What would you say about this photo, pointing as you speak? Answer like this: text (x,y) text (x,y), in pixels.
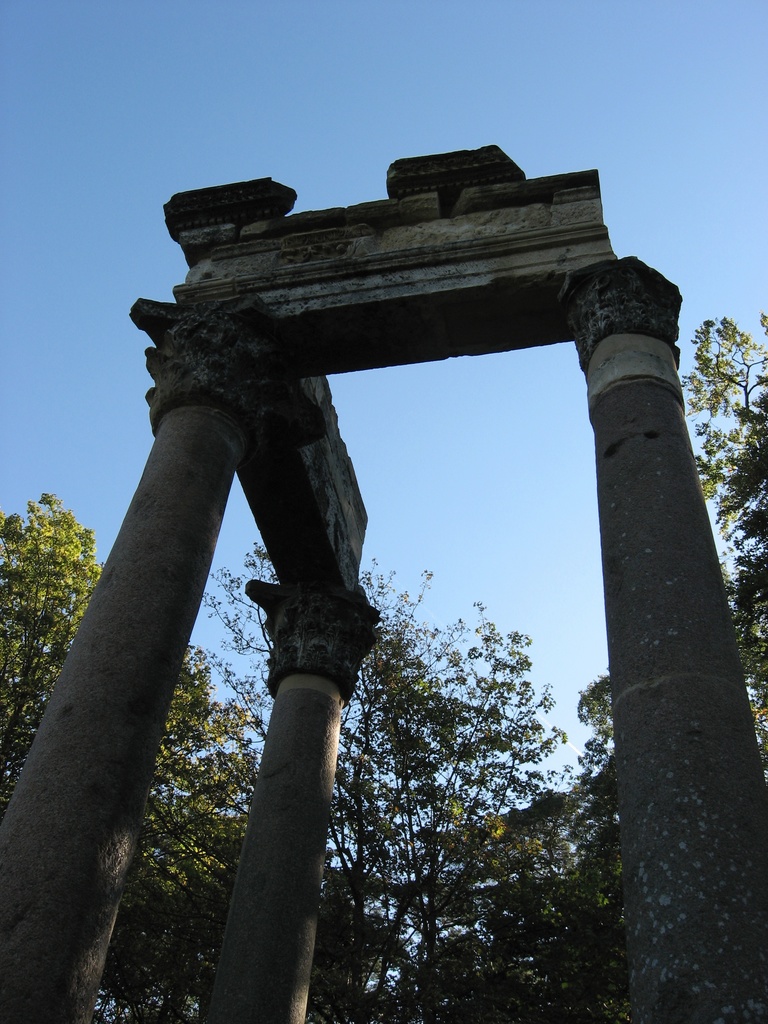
In this image we can see pillars (278,848). In the background of the image (424,685) there are trees (430,696). At the top of the image (380,82) there is the sky (185,83).
